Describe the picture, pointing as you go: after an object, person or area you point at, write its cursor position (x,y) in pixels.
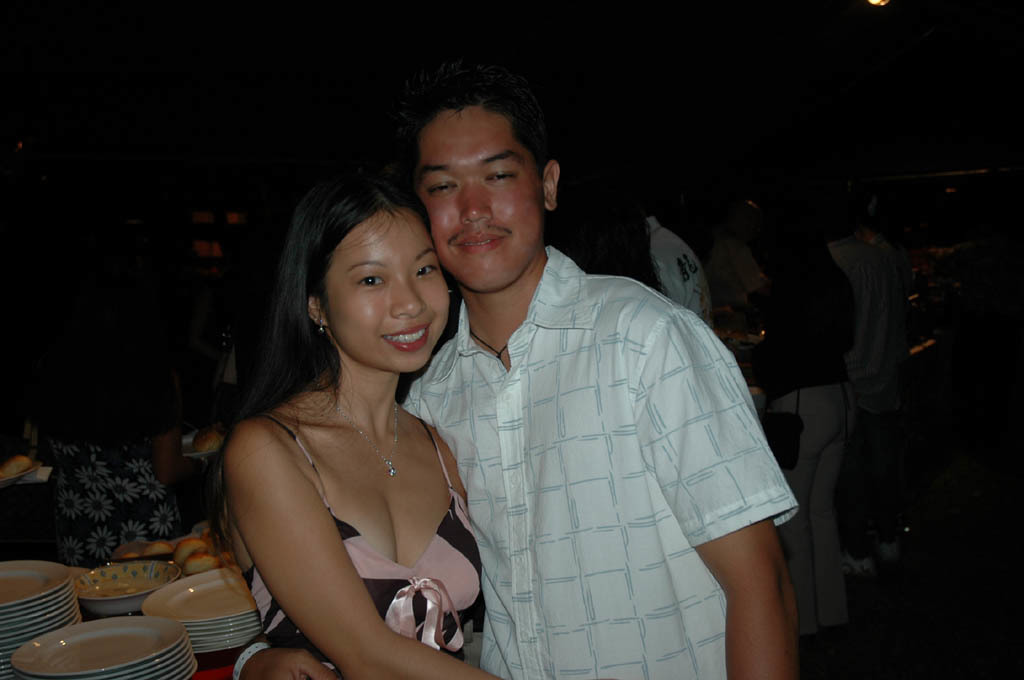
There is a man (472,221) and a woman (354,473) wearing chain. In the back (804,252) there are many people (733,252). Also there is a platform (198,668) with plates (168,584) and many other items (192,552). In the background (944,256) it is dark.
